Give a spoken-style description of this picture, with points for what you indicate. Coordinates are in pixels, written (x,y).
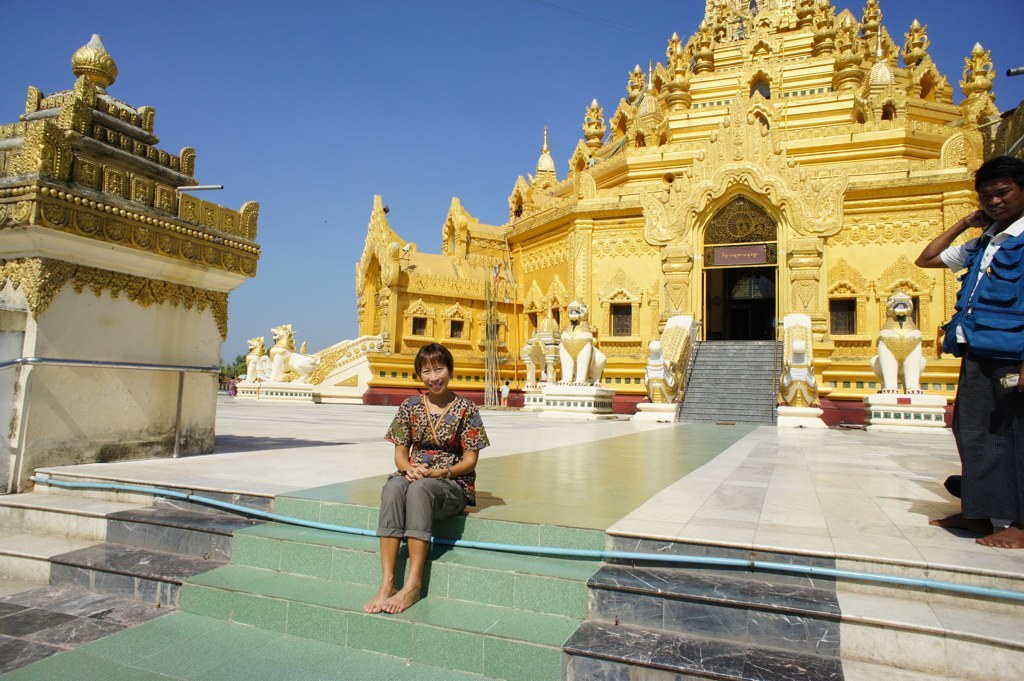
In this image there are steps (371,563). On the steps (175,508) a lady (397,457) is sitting. Near to the steps (321,502) there is a pipe (754,564). And a person (1007,311) is standing on the right side (956,412). And there is a building (686,232). Near to the building (671,220) there are steps (757,343). There are statues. In the background (374,97) there is sky (273,128).
